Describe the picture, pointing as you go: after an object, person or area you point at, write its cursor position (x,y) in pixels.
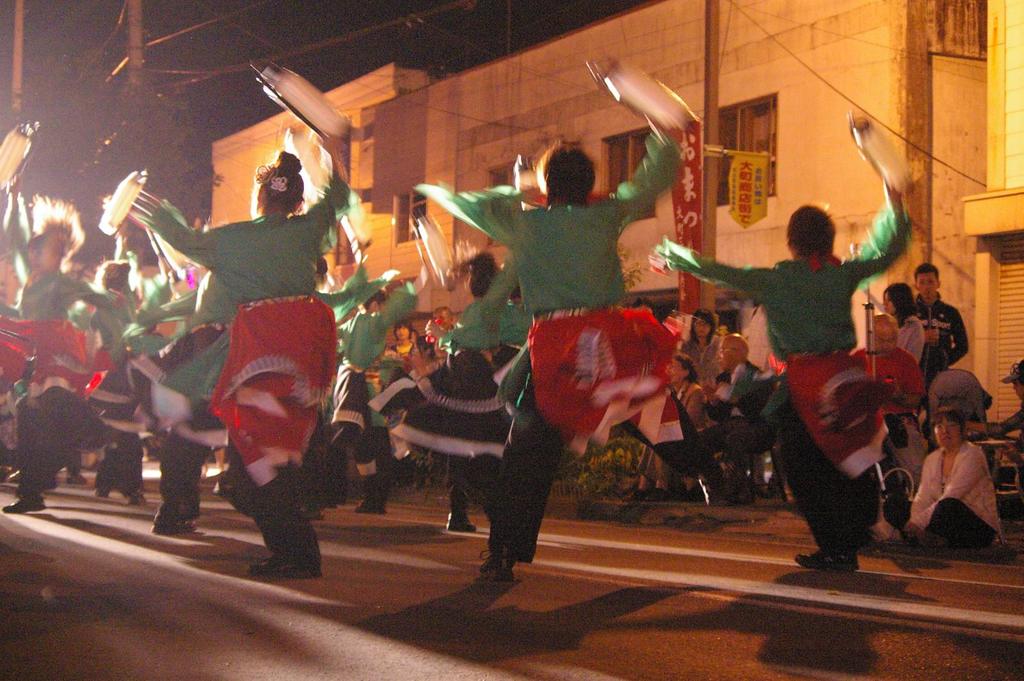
In this image we can see people (773,379) wearing costumes (793,373) and dancing. In the background (489,180) there are buildings (619,161), poles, wires (188,30) and sky (308,68) and there is crowd (886,363).
